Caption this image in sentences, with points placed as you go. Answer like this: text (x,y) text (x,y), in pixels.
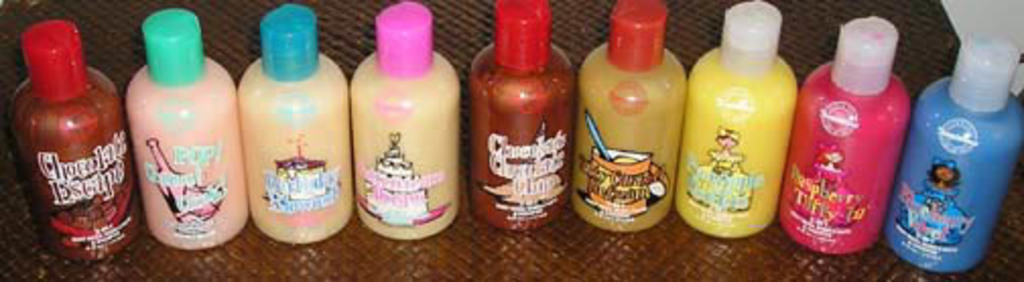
This image there are bottles (503,104) with different colors like pink, blue yellow, red.
